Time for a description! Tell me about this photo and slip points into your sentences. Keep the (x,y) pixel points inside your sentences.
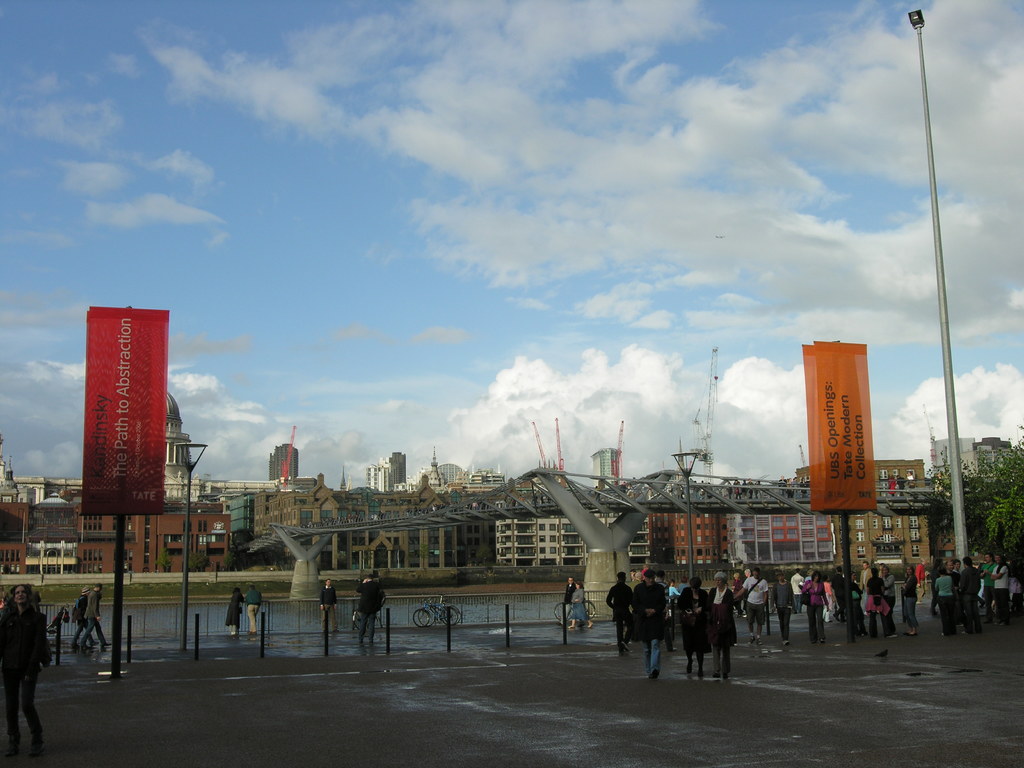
In this picture there are buildings (96,542) and trees (999,511) and cranes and there are poles (188,545) and there are boards (157,496) on the poles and there is text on the boards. In the foreground (36,670) there are group of people (990,599) walking on the road (761,648) and there are two persons (234,616) at the railing (209,611) and there are bicycles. At the top (436,247) there is sky (343,392) and there are clouds (498,278). At the bottom (131,605) there is water (180,605) and there is a road (709,723). In the middle of the image (666,483) there is a bridge (596,581).
